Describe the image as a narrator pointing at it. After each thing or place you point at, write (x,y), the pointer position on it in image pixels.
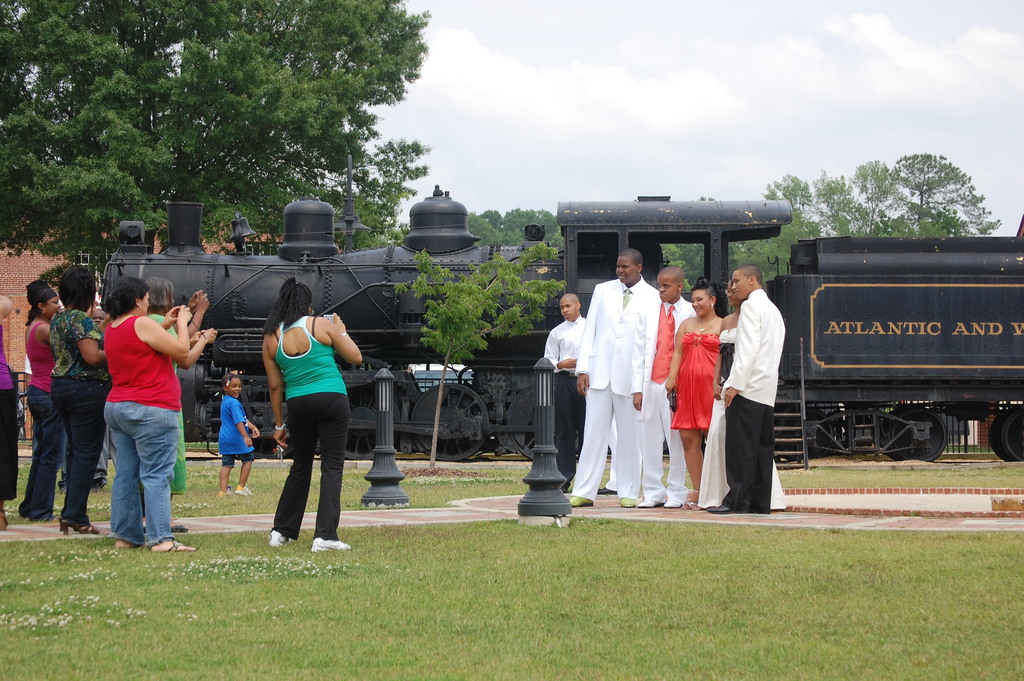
In this image there are group of people (638,342) standing on the floor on the right side (684,386). On the left side (144,352) there are few people (178,319) who are taking the pictures with the camera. In the background (226,254) there is a black colour train (540,232). On the left side (185,97) top corner there is a tree (145,75). At the top (727,76) there is sky (752,58). On the ground (427,623) there is grass (553,585). Behind the tree (130,165) there is a wall (14,266).
